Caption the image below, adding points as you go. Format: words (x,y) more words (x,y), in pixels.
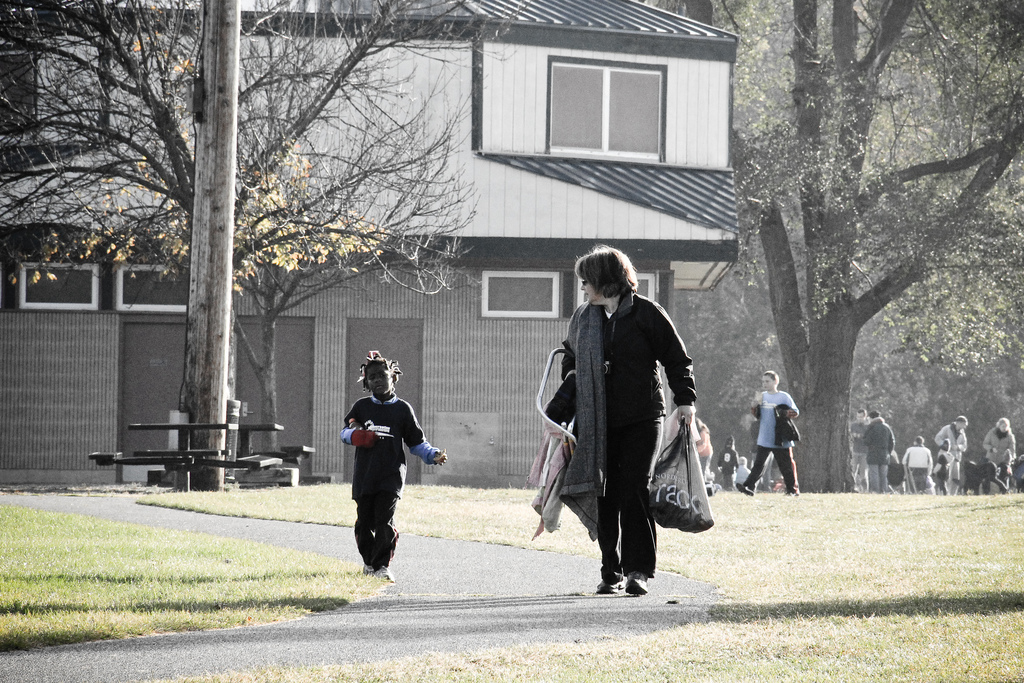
In this image I can see group of people (594,351), some are standing and some walking. In front (695,504) the person (613,313) is wearing black color dress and holding few objects (700,518). In the background (551,192) I can see few trees (787,179) and the building (532,301).
